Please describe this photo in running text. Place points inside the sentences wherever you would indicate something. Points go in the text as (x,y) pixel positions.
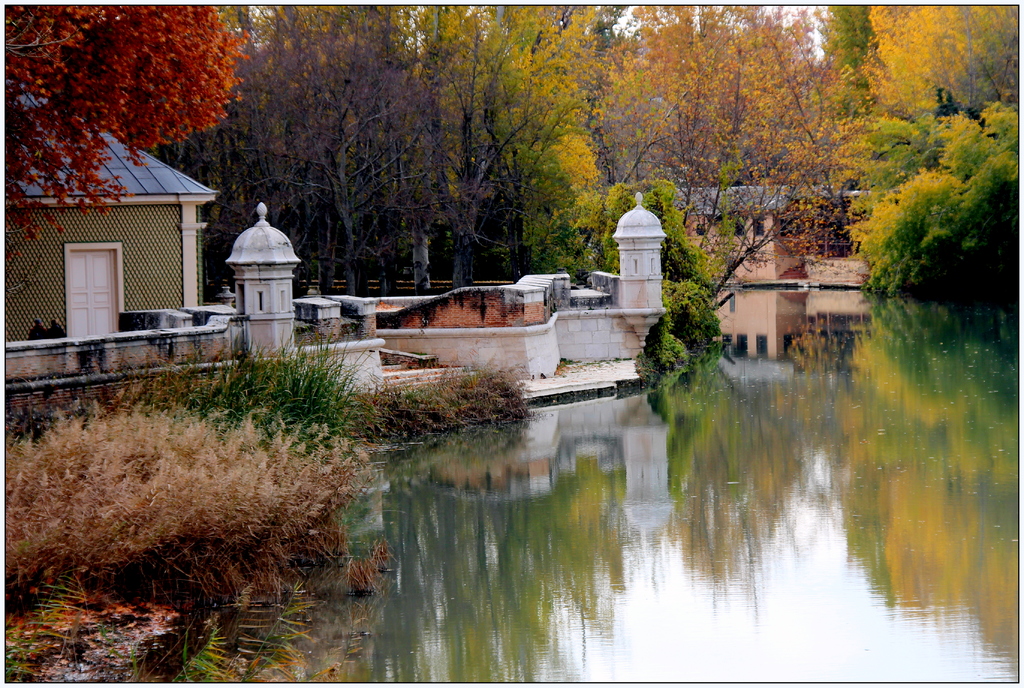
In this image we can see water (703,503), grass (287,429), buildings (184,202) and trees (621,156).
